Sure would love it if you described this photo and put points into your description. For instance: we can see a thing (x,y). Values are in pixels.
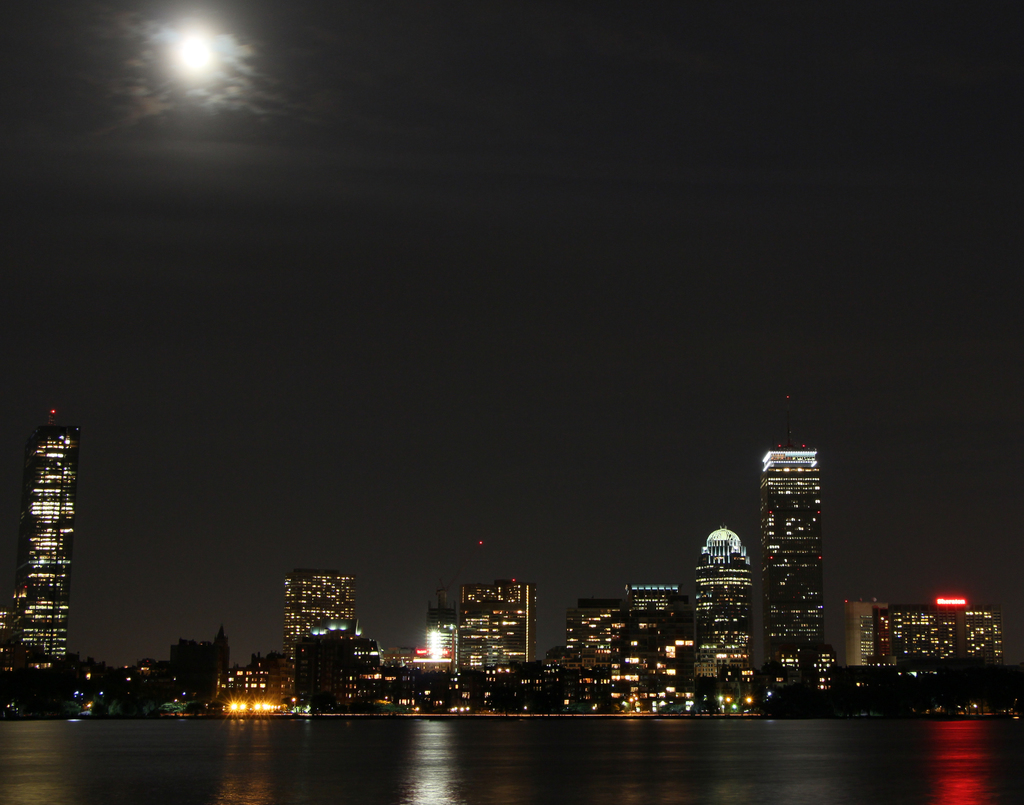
In this image we can see buildings (655,661), there are the lights (468,707), there is the water (362,727), at above here is the moon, here it is dark.
